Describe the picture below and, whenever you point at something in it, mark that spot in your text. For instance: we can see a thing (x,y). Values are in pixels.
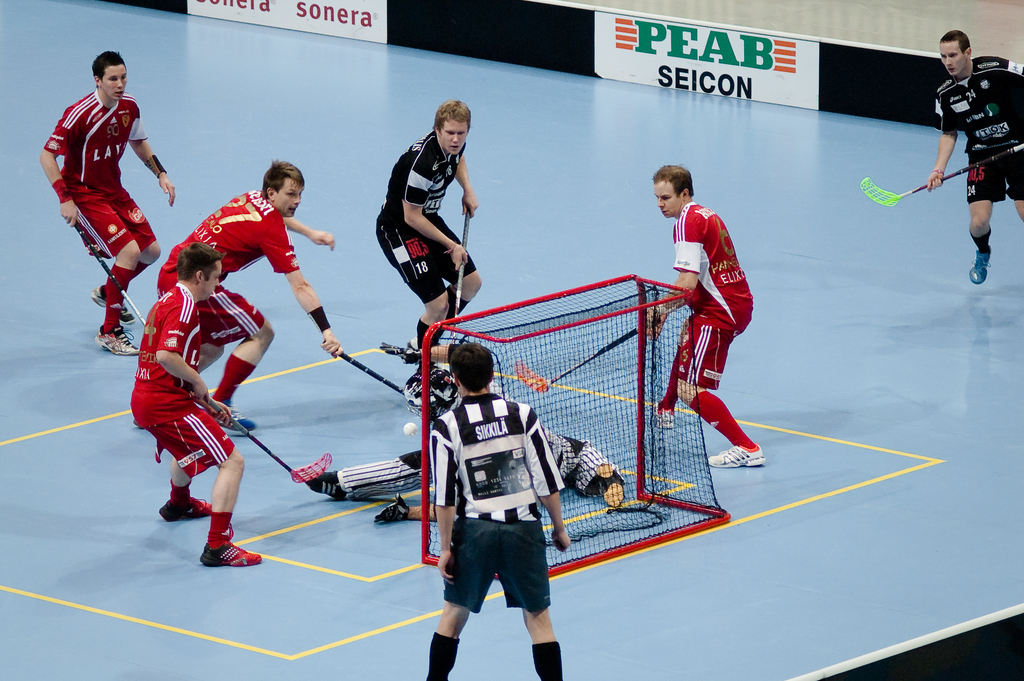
In this image we can see few people (124,323) holding hockey sticks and playing floor ball. There is a goal post (527,355) with net (597,511). In the back (626,70) there are banners (613,65). And there is a ball (411,425).
